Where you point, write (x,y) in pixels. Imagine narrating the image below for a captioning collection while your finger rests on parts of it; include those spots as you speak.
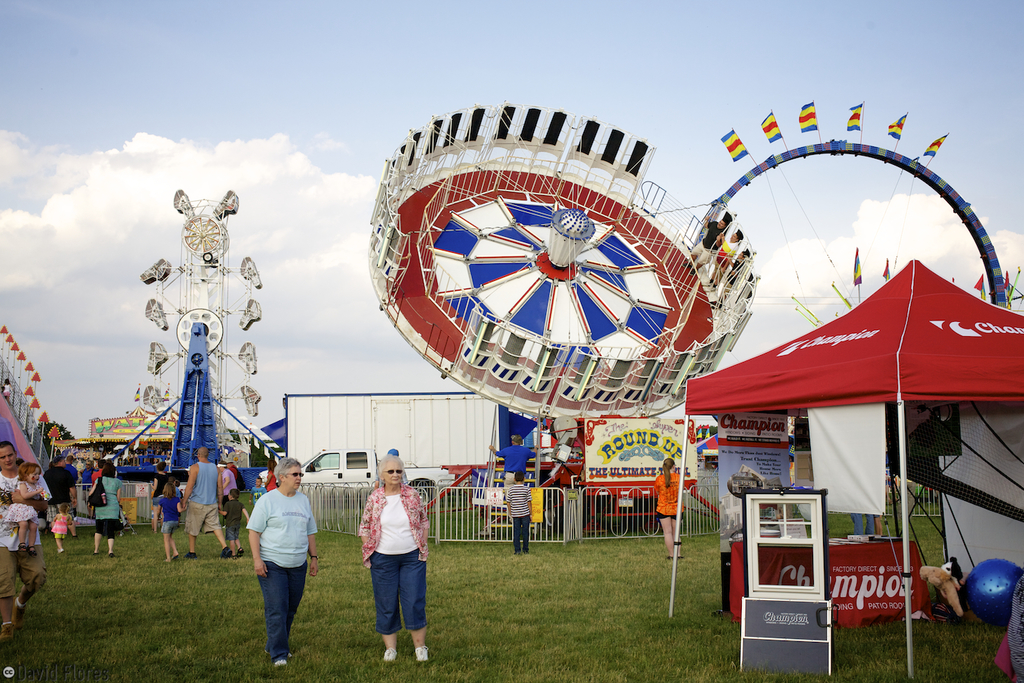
In this image, we can see people (370,507) and on the right (833,454) there are tents (872,456) and in the background (29,447), there are fun rides (154,264) and we can see some sheds (440,431). At the bottom (560,658), there is ground (548,640).
